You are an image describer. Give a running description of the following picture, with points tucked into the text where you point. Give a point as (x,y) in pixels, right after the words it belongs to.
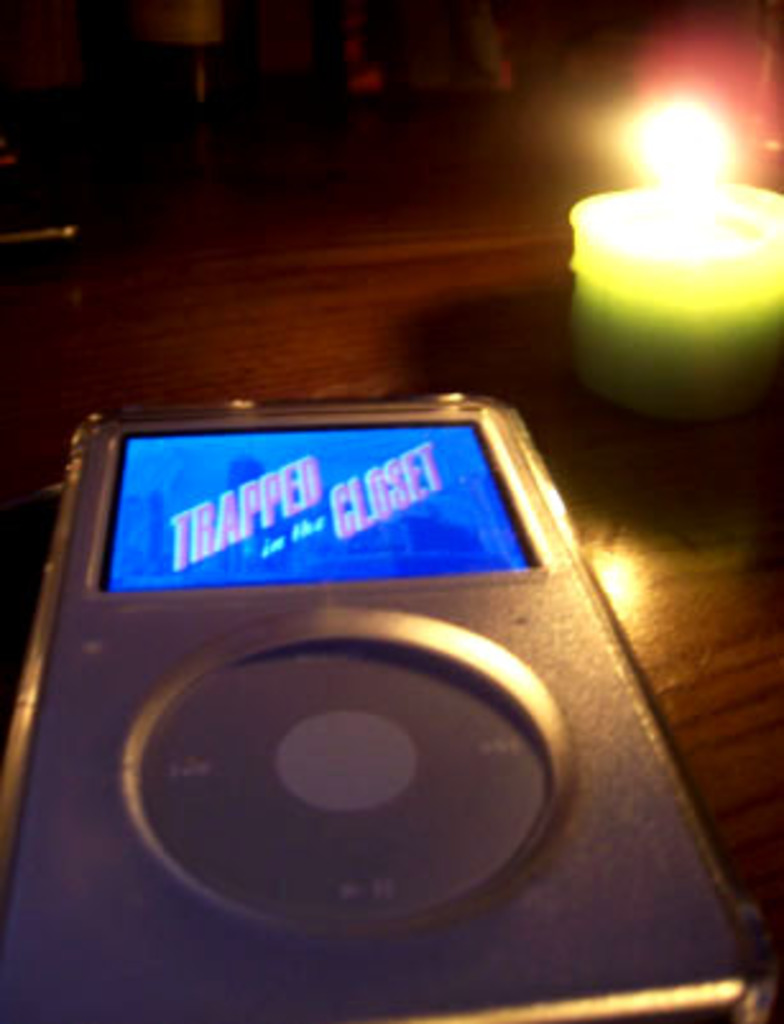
Here in this picture we can see an Ipod (378,454) and a candle (658,374), which is lightened up present on the table (287,277) over there.
